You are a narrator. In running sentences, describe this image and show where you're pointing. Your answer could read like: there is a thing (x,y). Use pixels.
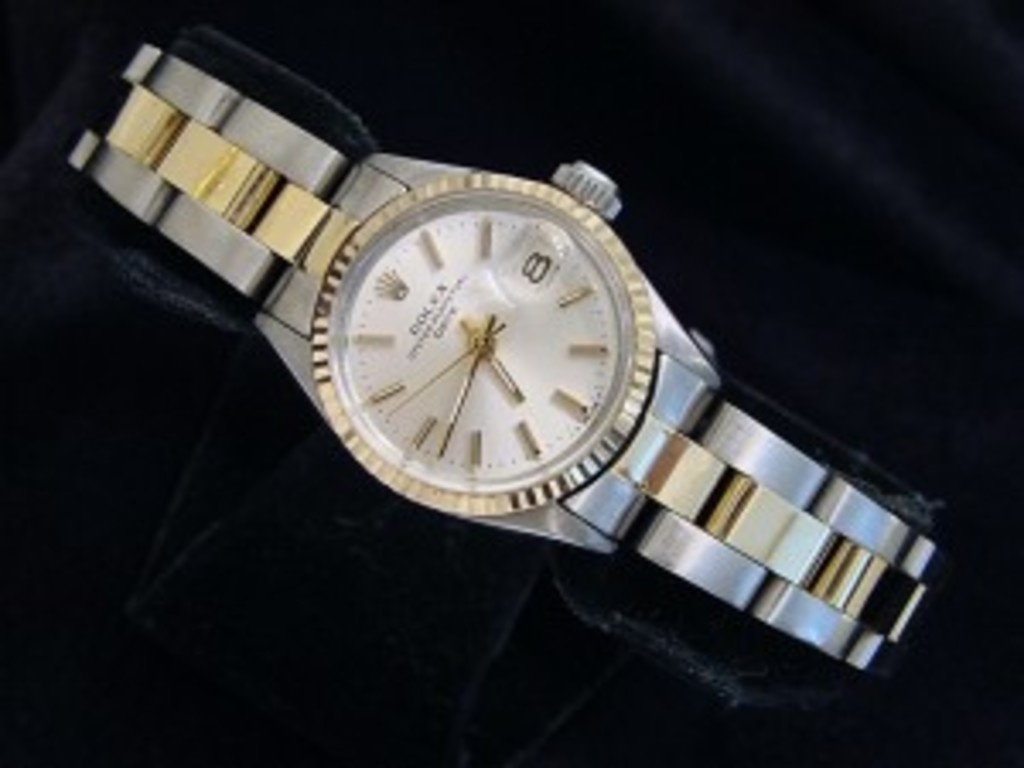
In the center of the image (479,283) there is a watch (738,529) placed on the table (489,647).
